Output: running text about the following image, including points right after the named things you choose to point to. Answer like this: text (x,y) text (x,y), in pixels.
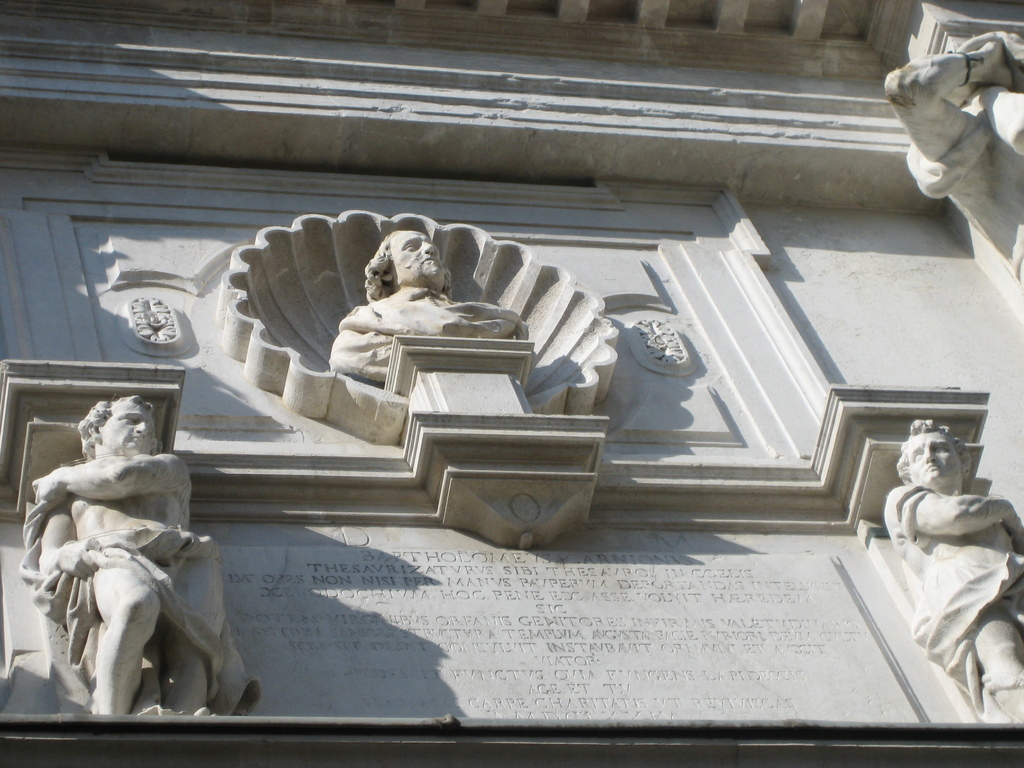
In the given image i can see the sculptures (60,484).
